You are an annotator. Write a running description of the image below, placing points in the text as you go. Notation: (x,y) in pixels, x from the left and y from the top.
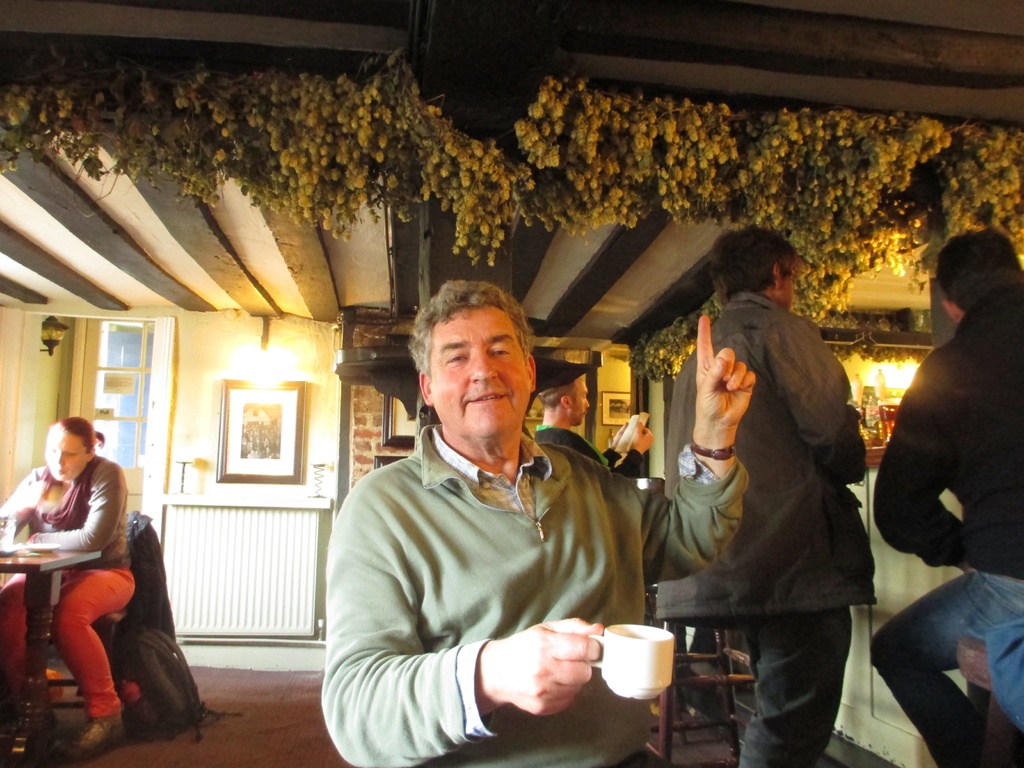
In this picture we can see a man (426,528) holding a cup (662,630) with his hand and smiling and in the background (820,407) we can see some people (853,575), frames (219,428) on the wall (197,398), lights (888,364).
